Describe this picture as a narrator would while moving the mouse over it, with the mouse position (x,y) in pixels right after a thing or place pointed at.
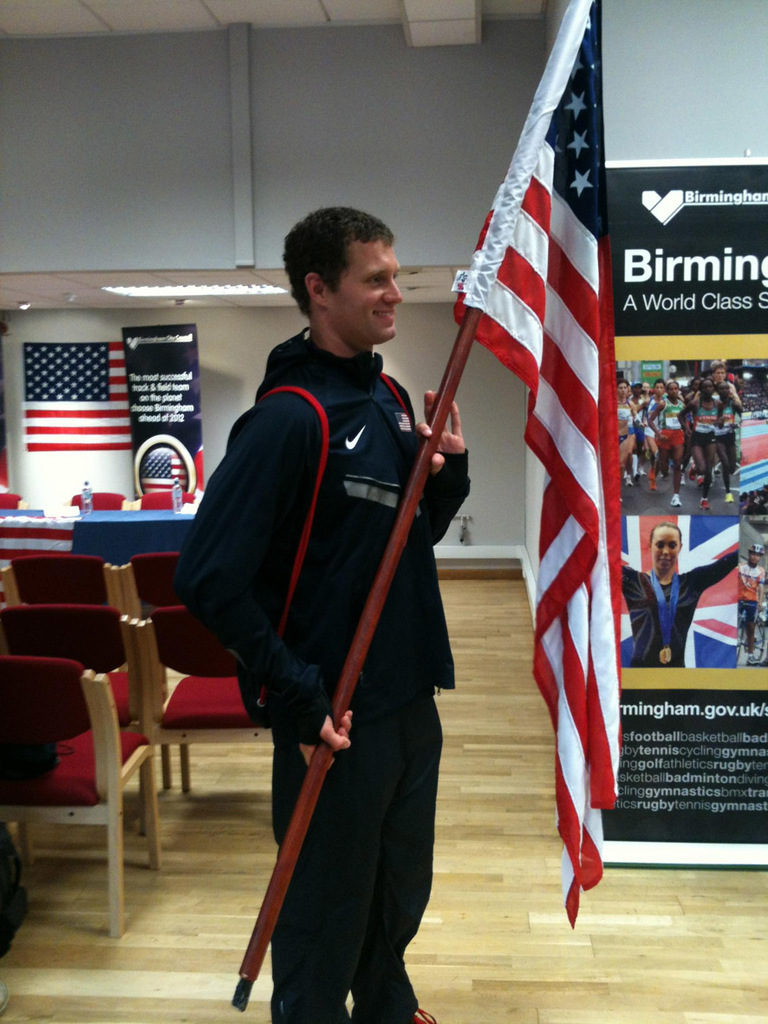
In this image a man (321,634) wearing blue jersey (311,639) is holding a flag (530,355). He is smiling. In the right (677,405) there is a banner (674,361). In the left (98,552) there is a chair (102,507), a table (92,520). On the table (111,513) there is bottles (87,510). In the background (94,414) on the wall (235,310) there is a flag (87,389).
